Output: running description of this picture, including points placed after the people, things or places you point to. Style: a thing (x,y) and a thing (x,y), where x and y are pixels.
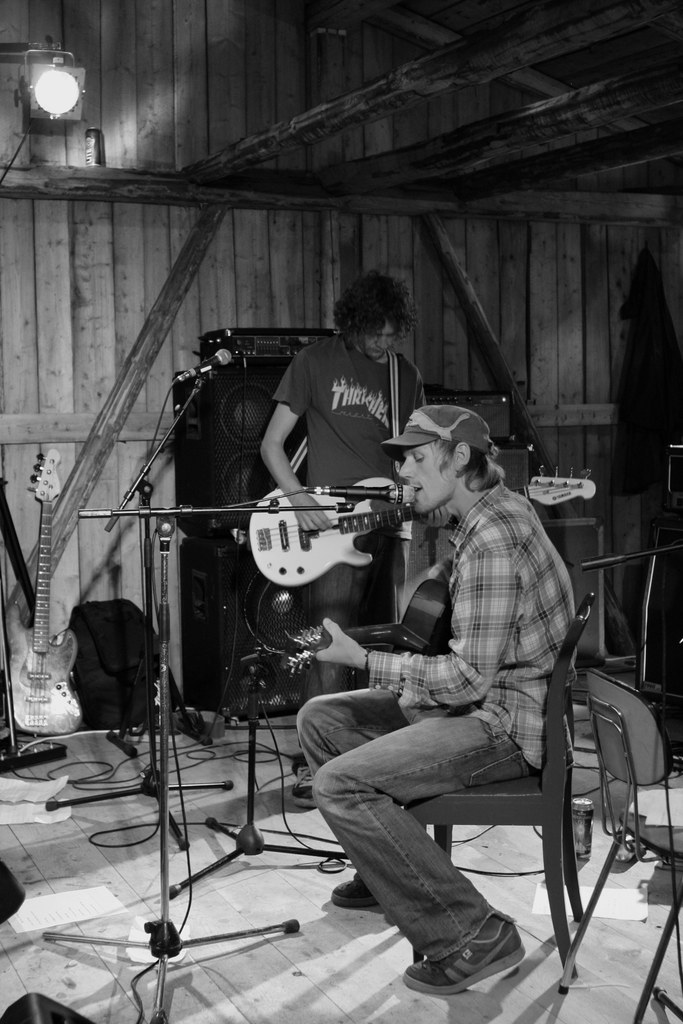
In the picture we can find one man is sitting on the chair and singing the song in the microphone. In the background (51,187) we can find another man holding the guitar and there is light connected to wooden wall (41,184) and some guitars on the floor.
